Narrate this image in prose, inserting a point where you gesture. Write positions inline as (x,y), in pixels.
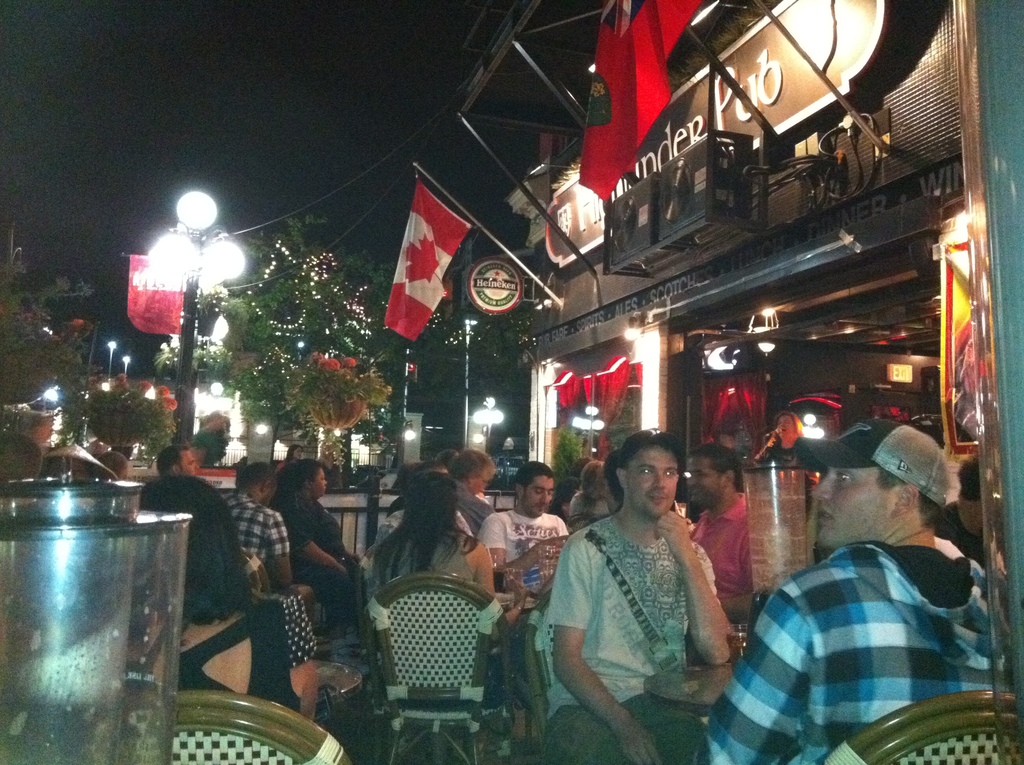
There are people (479,476) sitting on the chair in front of a store (727,251) and there are flags (460,219) on the wall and a light pole (193,326) on the floor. We can see trees (279,328).
